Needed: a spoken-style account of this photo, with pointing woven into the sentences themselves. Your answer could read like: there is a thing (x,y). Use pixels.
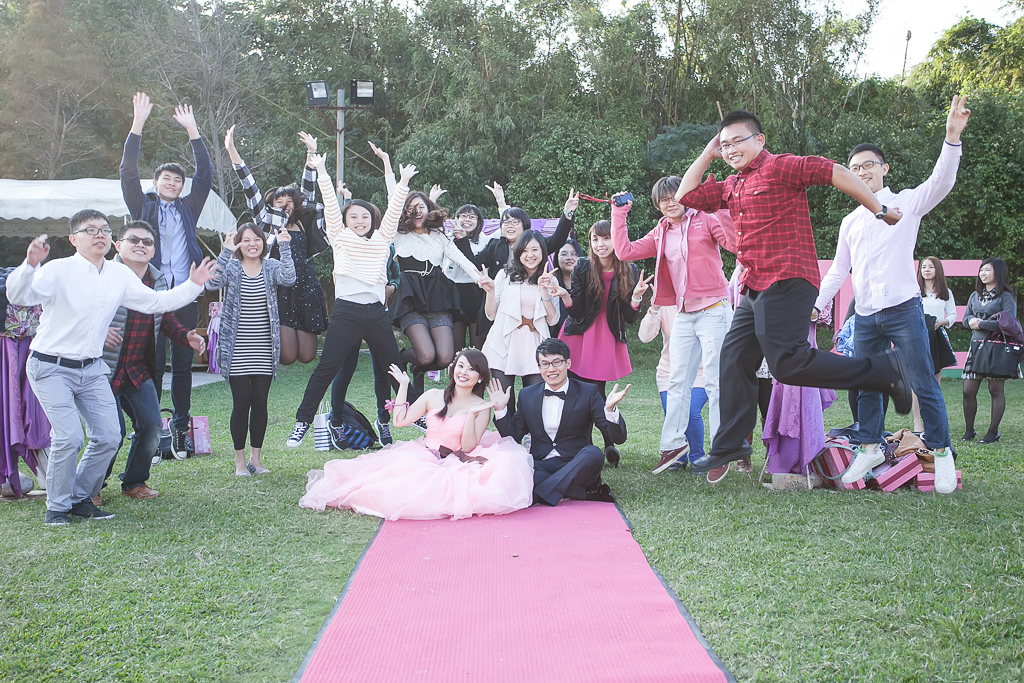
On the left side (154,231), there are persons (180,247) smiling and slightly bending on the grass (51,531) on the ground (61,527). In the middle (561,437), there is a woman (483,361) and a man (563,403) smiling and sitting on a pink color carpet (584,507). On the right side (940,172), there are persons (733,430) smiling and jumping, there are person's (549,245) smiling and standing, there is a white color tent (120,196), lights (310,90) attached to the pole (340,102), there are trees (938,45) and there is sky (923,7).
